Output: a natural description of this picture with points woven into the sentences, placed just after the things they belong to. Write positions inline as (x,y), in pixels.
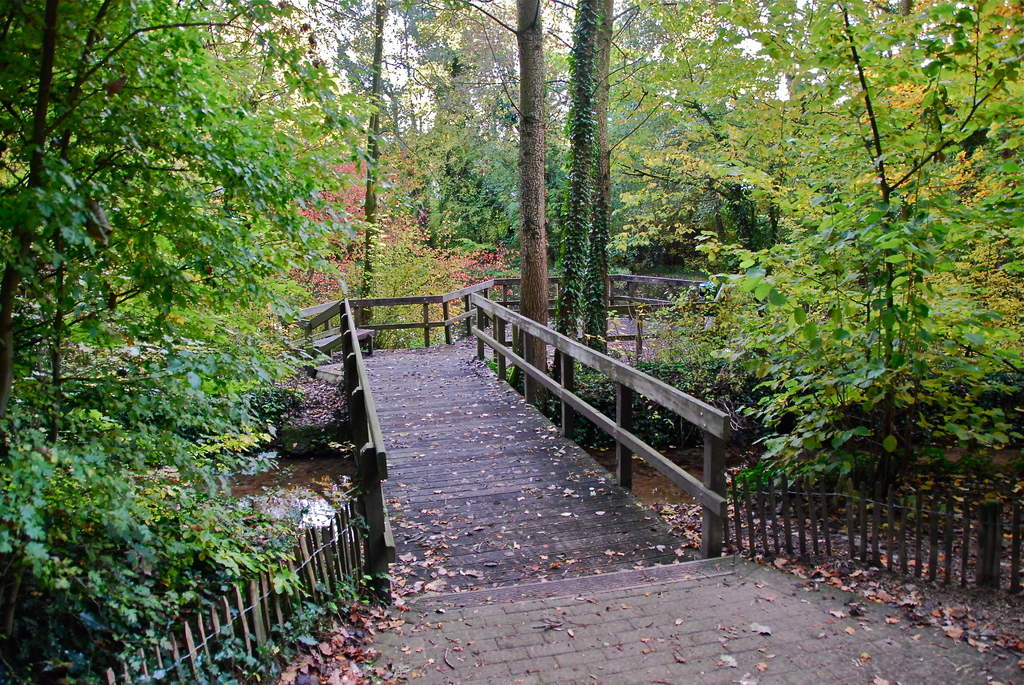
In the middle of the image (435,377), there is a bridge (457,452) having fences (481,327). On both sides of this bridge (379,421), there are trees (196,495). In the background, there are trees (508,137).
